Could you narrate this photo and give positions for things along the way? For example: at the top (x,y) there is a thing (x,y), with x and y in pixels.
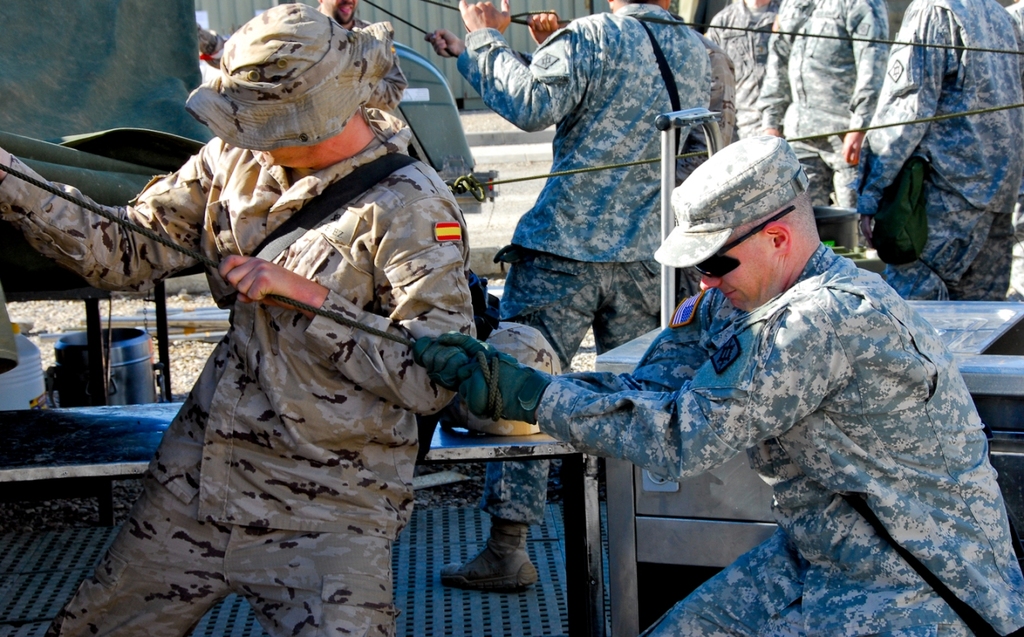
In this image I see number of people (722,131) in which all of them are wearing army uniforms (602,219) and I see that few of them are holding ropes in their hands (236,266) and I see that these 2 persons (342,229) are wearing caps (319,31) and I see the utensil (152,382) over here and I see the path (2,560).
